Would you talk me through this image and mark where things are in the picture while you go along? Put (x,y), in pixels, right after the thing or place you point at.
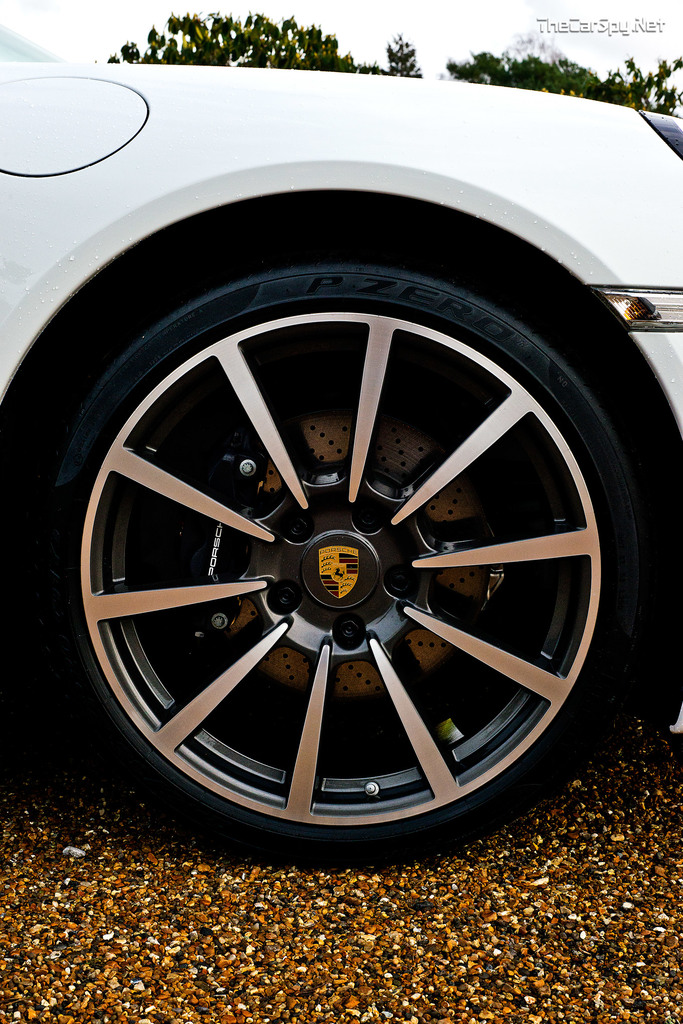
In this picture, we can see partially covered vehicle (605,116), ground (641,883), trees (524,60), and the sky (86,53), we can see some text (549,27) on the top right side of the picture (650,28).
